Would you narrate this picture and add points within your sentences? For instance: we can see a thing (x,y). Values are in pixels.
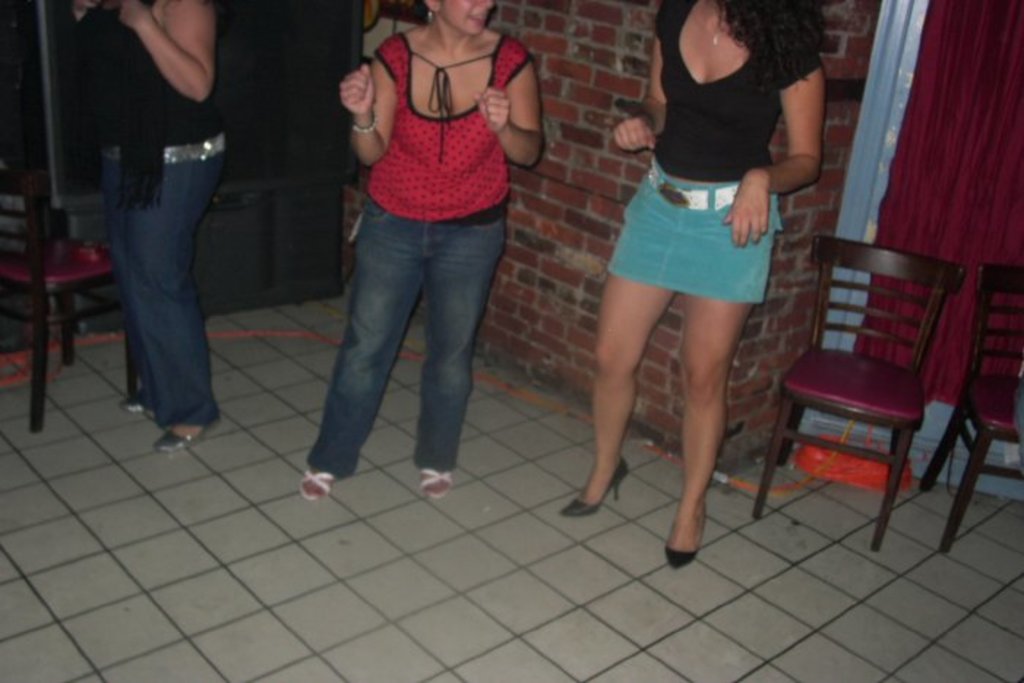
Three women (103,100) are standing. There are few chairs (1000,382) around them. There is TV (334,73) in the background (335,59).
